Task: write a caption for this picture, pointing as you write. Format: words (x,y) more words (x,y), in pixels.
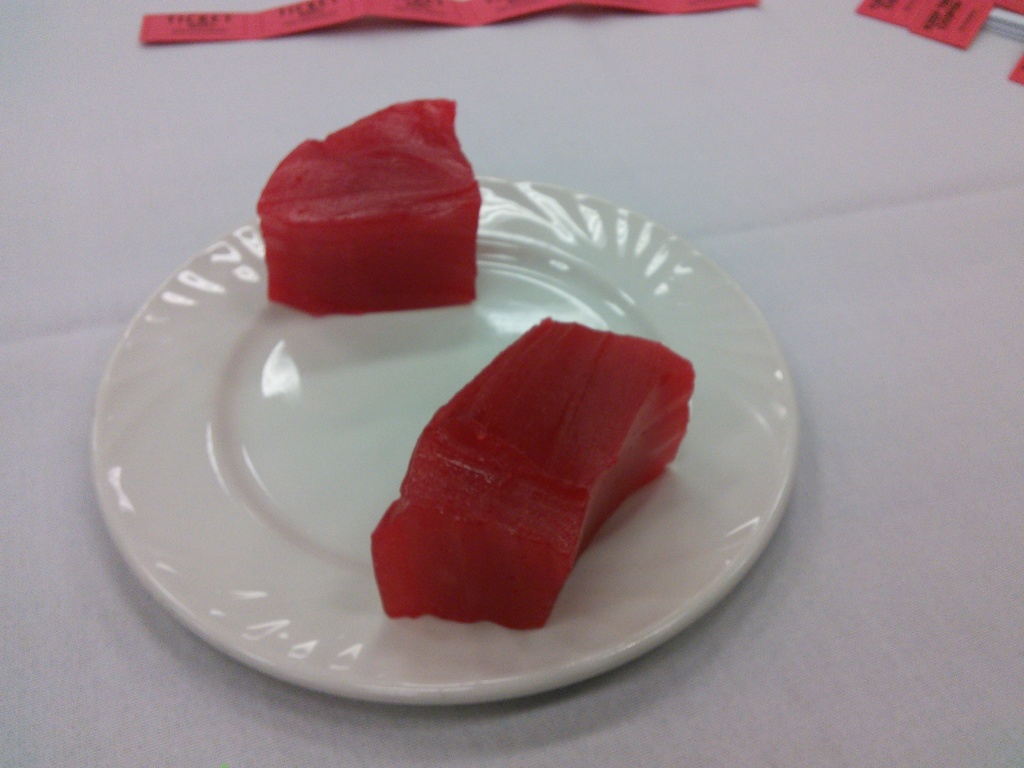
We can see plate (491,240) with food (473,236) and papers (230,20) on white color surface (867,395).
